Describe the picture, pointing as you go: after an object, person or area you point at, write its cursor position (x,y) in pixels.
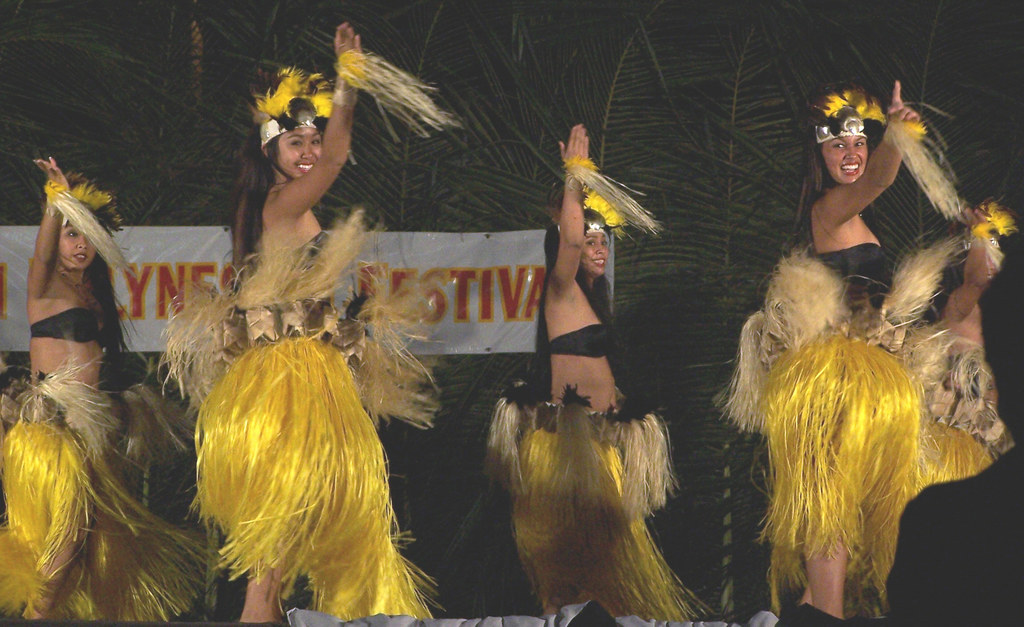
In the picture we can see some women (81,526) are dancing with a different costumes (53,507) and they are smiling and in the background (698,516), we can see palm leaves (714,523) with a banner (5,338) which is white in color written on it as some festival.
